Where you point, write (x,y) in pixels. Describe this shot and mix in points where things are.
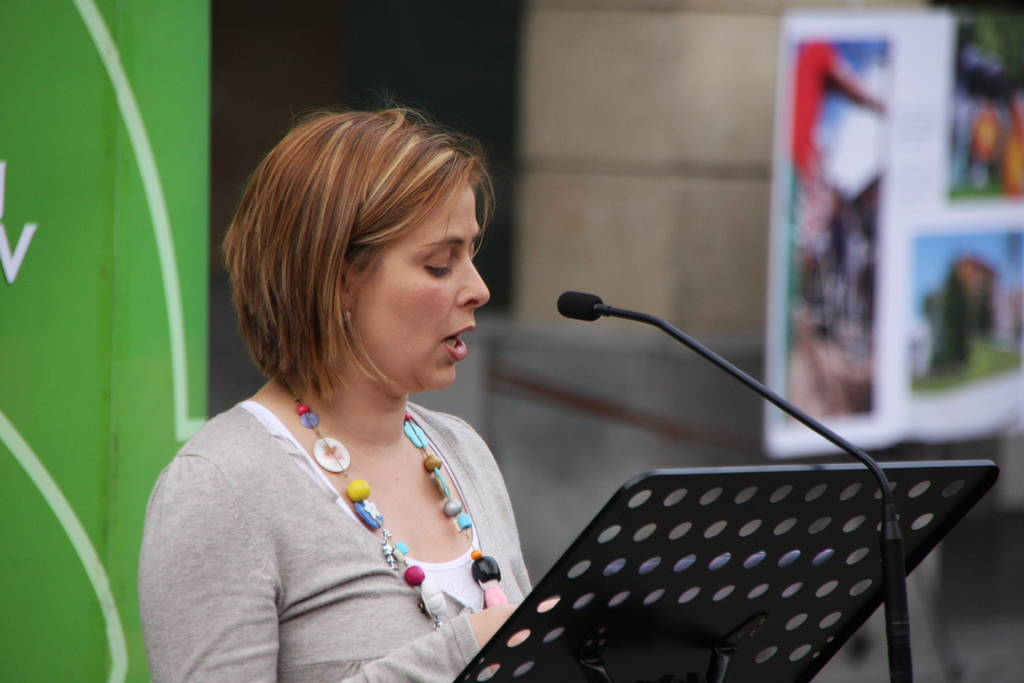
There is a woman (293,524) talking, in front (901,652) this woman (470,449) we can see microphone (876,468) and stand (666,553), behind this woman (365,116) it is green. In the background (617,48) it is blur.
